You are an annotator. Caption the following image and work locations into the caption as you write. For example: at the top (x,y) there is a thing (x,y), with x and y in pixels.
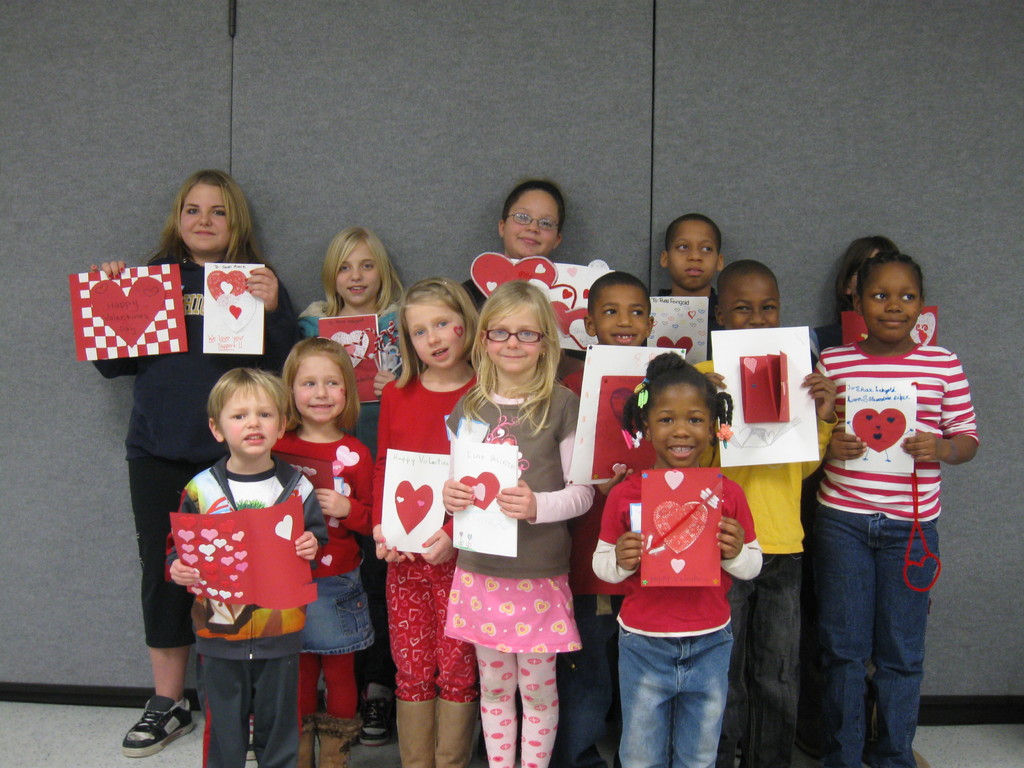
Here I can see few children (201,498) holding greeting cards (249,556) in their hands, standing on the floor (39,717), smiling and giving pose for the picture. At the back of these children (534,443) there is a wall (515,142).
